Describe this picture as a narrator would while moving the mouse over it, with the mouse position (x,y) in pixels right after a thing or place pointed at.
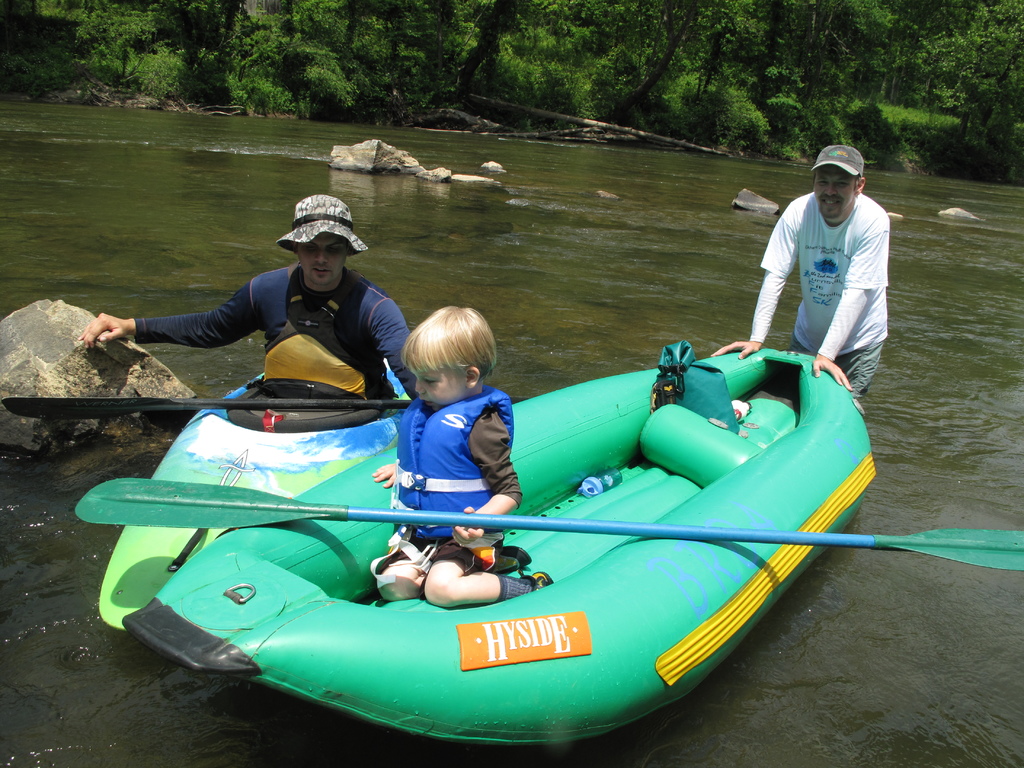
In this image we can see there is a little boy (471,421) sitting on the inflatable boat (506,655) and there is a person (825,246) pushing this boat (820,457). On the other side there is another person (285,370) on the other boat (201,465). In the background (431,202) there is a river (471,139) and trees (618,57).
